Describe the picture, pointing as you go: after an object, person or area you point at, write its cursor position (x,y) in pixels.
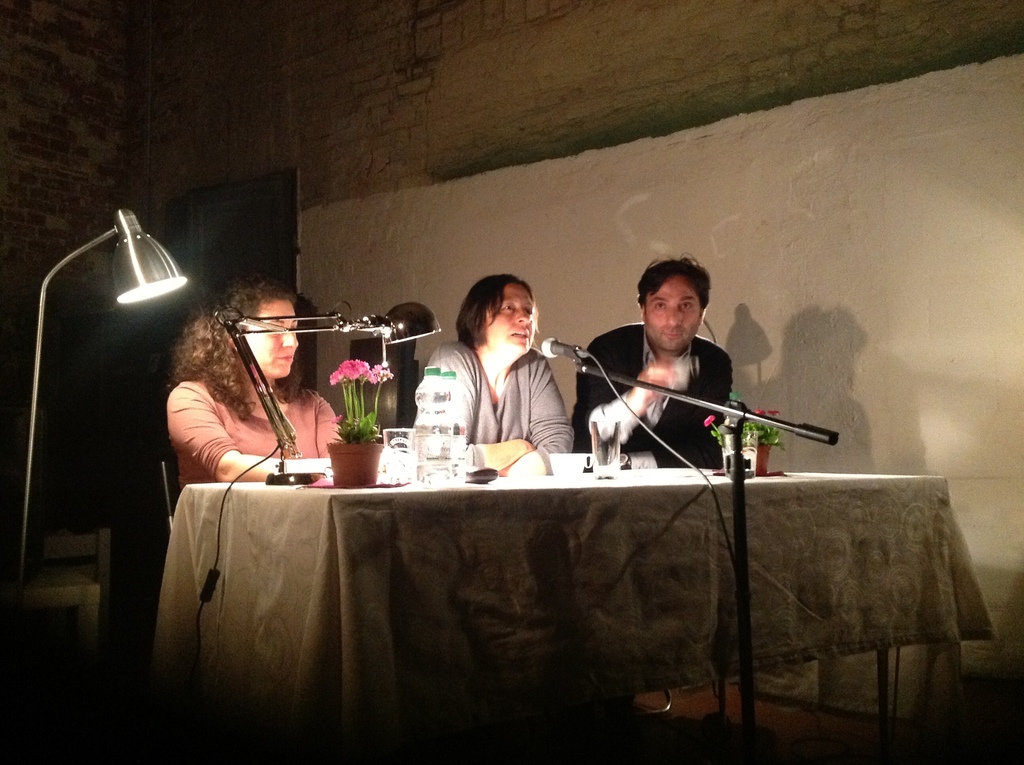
This image is taken inside a room (793,400). In this image there are three persons (545,405) sitting on a chair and placing their hands (490,448) on a table (253,482). In the middle of the image (671,479) there is a table (612,582) with a tablecloth (375,542), flower vase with flowers (354,440), study lamp (400,325), water bottles (458,475) and a glass (618,434) with water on it. At the back (949,286) there is a wall (101,246) and a door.
